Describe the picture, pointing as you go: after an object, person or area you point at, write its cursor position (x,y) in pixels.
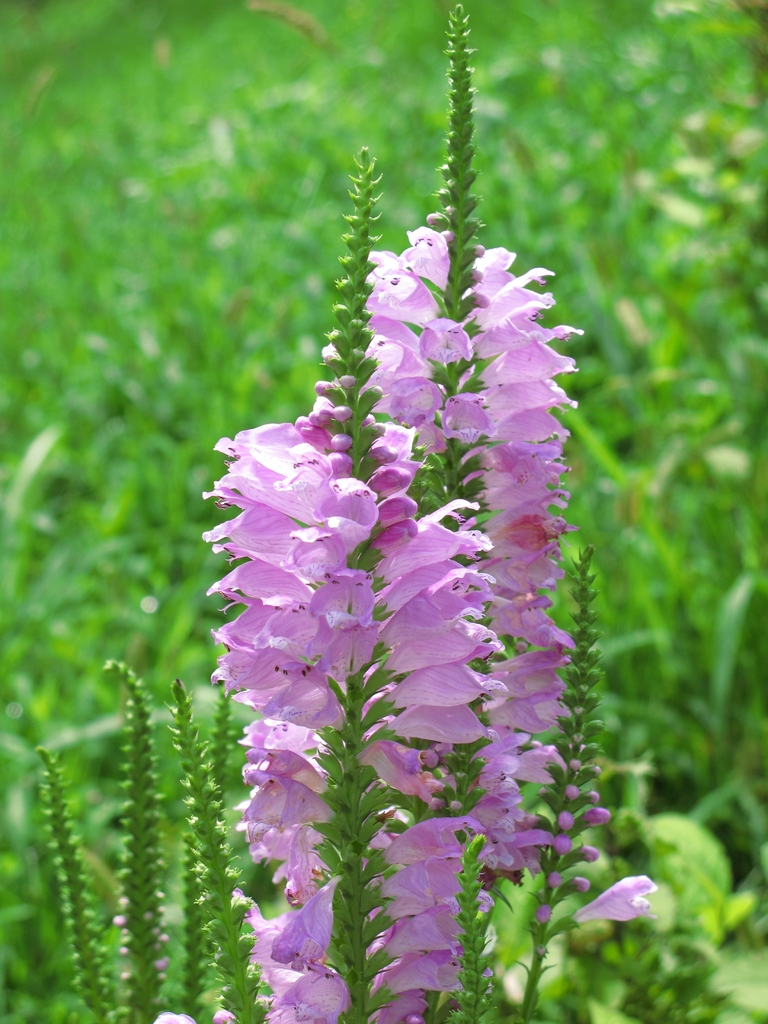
In this image I can see many plants (622,575). In the foreground (278,673) there are few stems (156,889) along with the flowers (441,701) and buds (388,505).
